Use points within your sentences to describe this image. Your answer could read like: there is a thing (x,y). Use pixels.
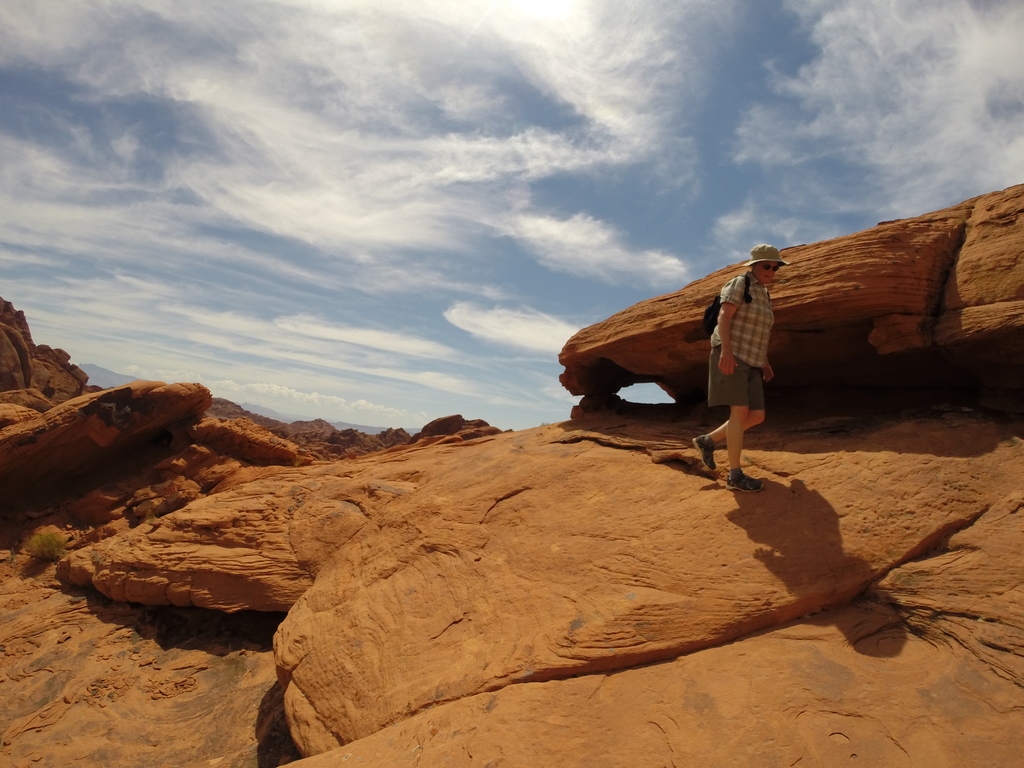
In this picture I can see a person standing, there are rocks (381,483), and in the background (401,233) there is the sky (460,133).
